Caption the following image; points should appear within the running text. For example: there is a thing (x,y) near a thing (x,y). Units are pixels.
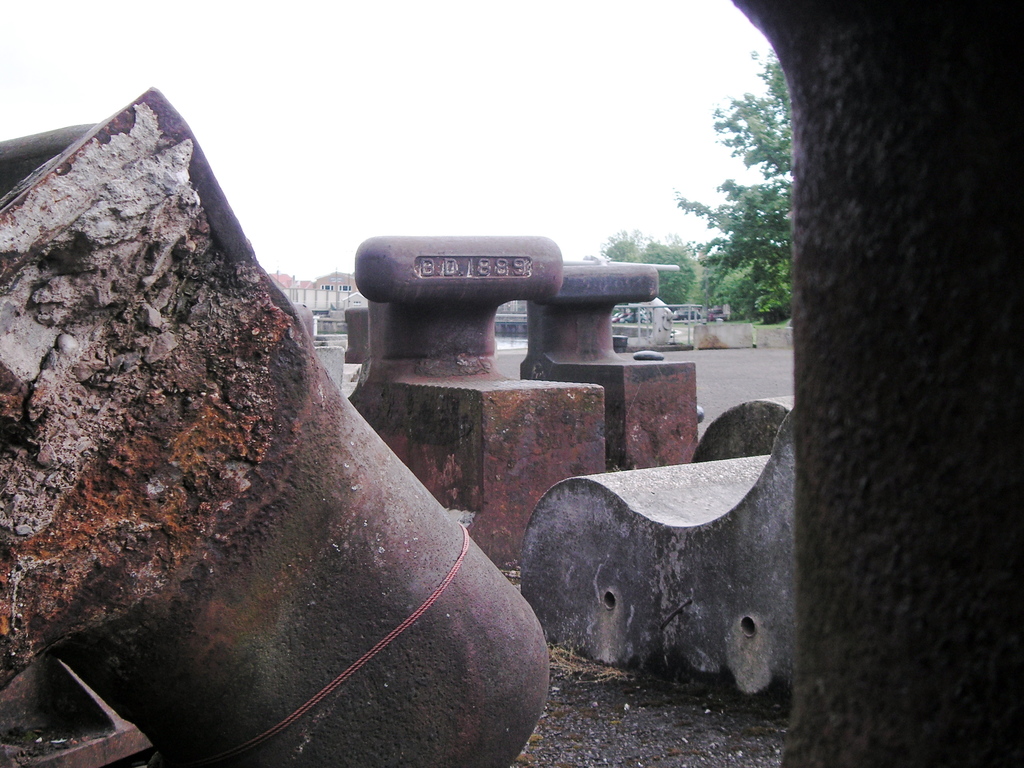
In this picture we can see bollards (474,550), some objects (533,579) on the ground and in the background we can see a fence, houses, trees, sky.
